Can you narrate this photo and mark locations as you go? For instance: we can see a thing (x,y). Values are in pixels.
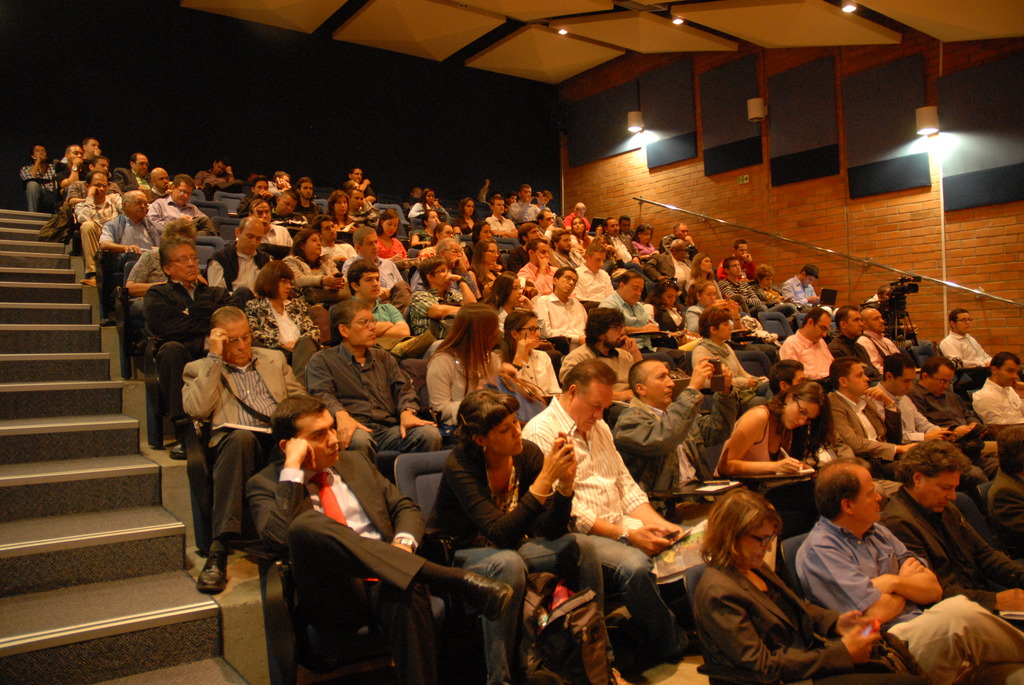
In this picture I can see group of people (683,223) sitting on the chairs (286,592) and holding some objects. I can see stairs (46,350), lights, staircase holder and a camera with a tripod stand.
